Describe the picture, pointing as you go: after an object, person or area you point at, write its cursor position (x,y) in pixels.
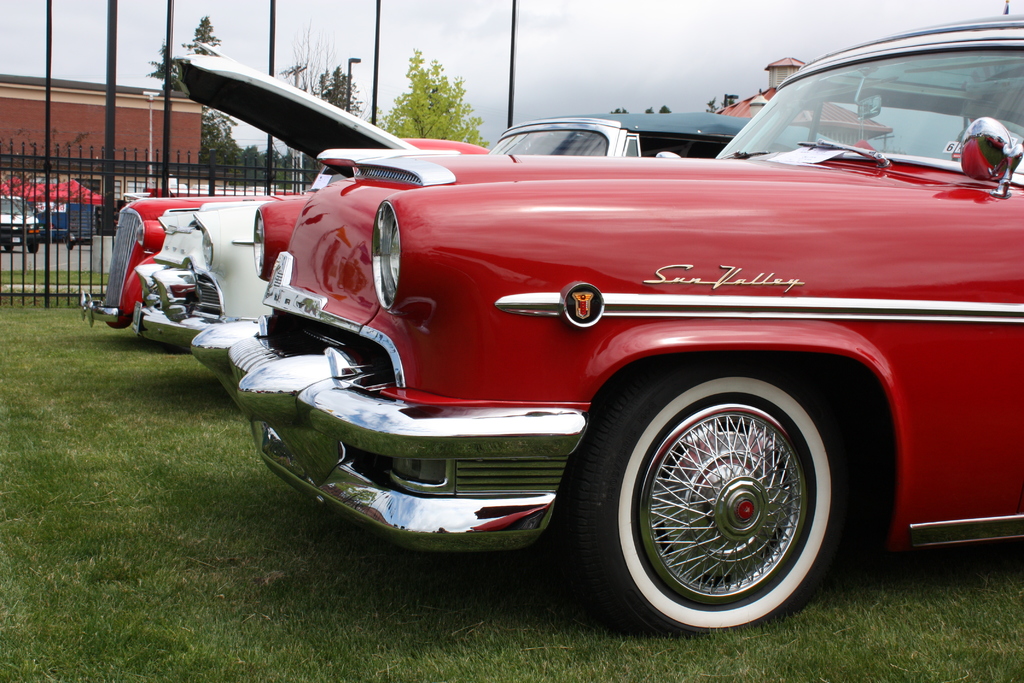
In this picture I can see the cars (415,223) which parked on the grass (464,627). In the background (49,190) I can see the building (171,170), shed (33,189), poles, street lights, trees (402,102), plants (419,122), vehicles (17,197) and other objects (199,172). At the top (478,26) I can see the sky (469,31) and clouds (442,25).
